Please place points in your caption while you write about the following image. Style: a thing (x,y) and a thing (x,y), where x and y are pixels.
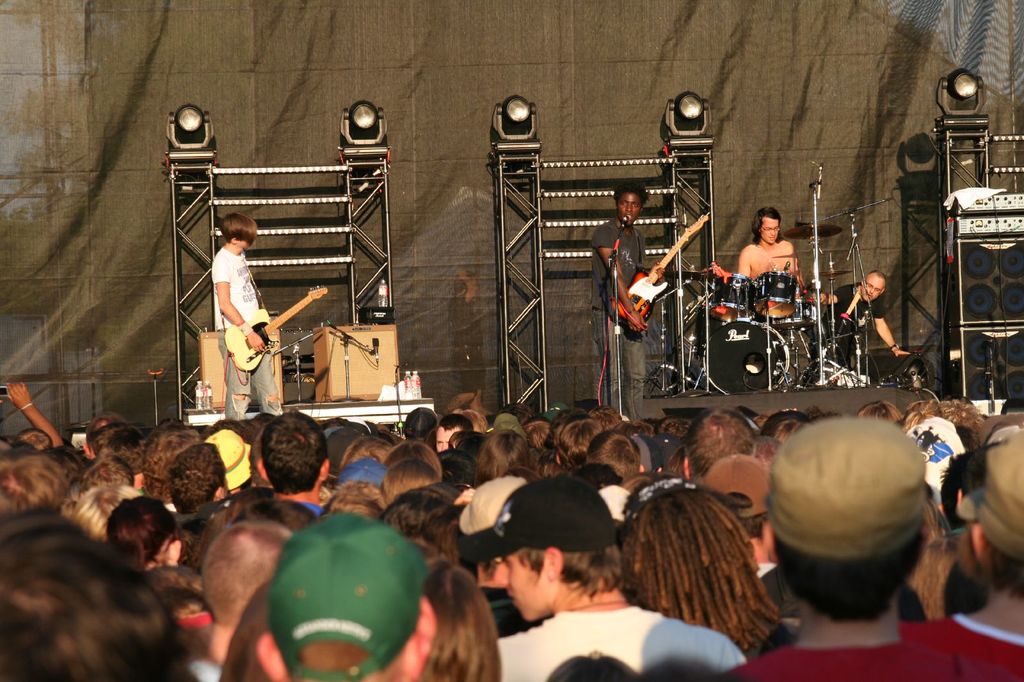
This is the picture of a concert where we have some people (413,457) standing on the floor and four people (760,248) playing musical instruments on the stage (472,158).
